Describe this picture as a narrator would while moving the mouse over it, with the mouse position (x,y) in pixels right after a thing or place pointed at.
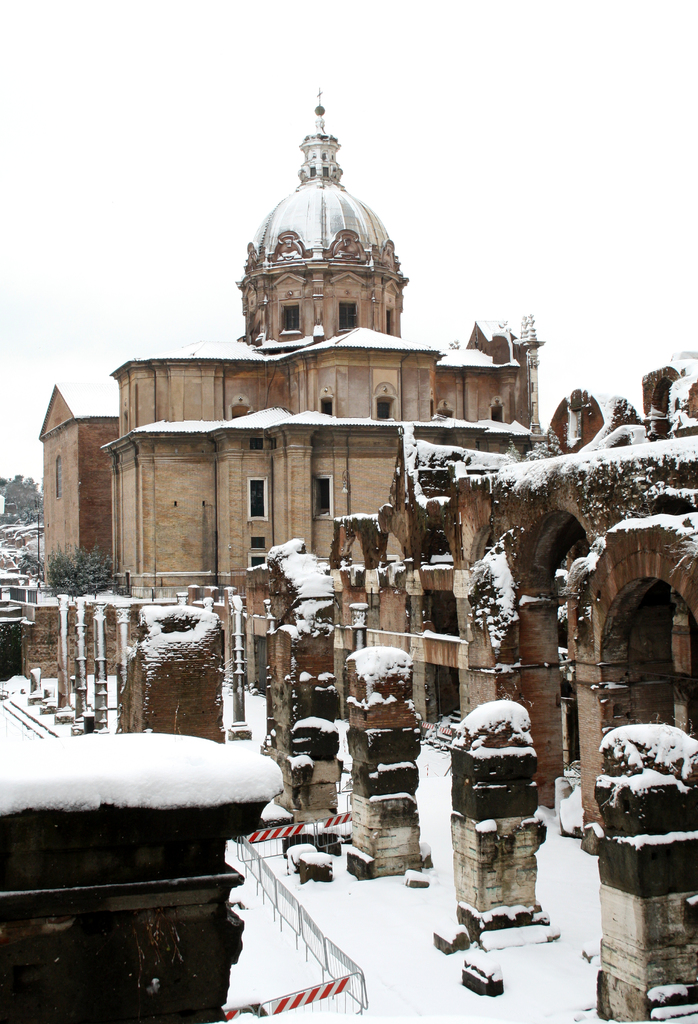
In this picture we can see a fort (303,423), few trees (8,492) and metal rods (264,845).
